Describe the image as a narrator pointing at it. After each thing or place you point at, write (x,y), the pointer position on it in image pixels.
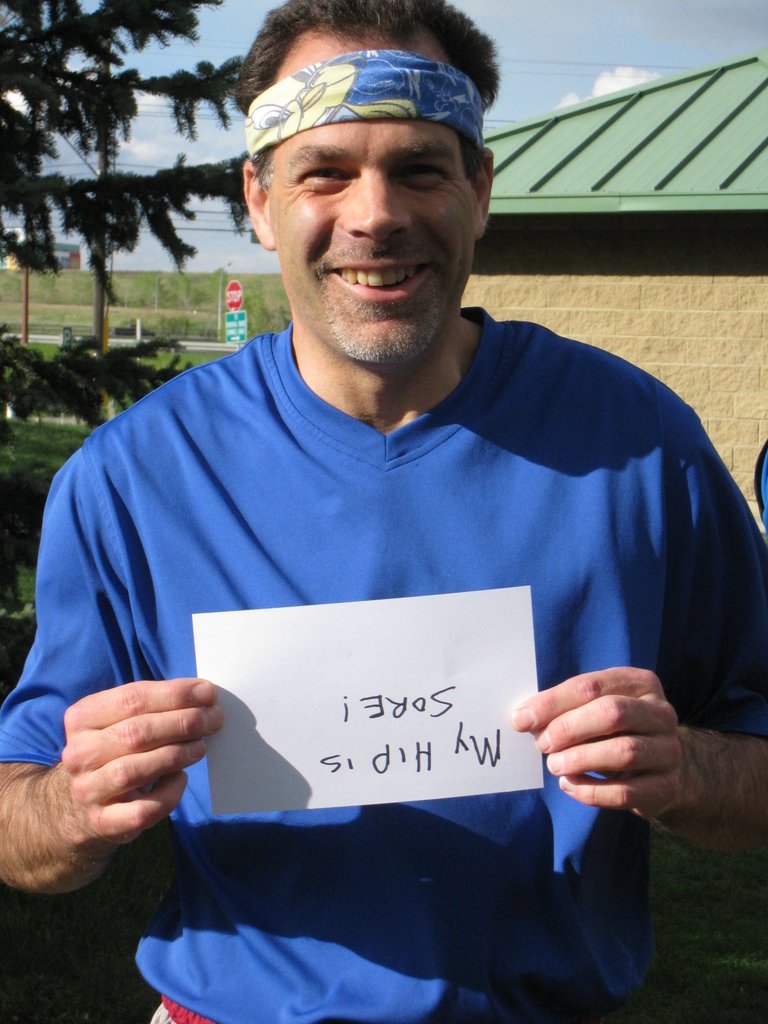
In this image there is a man (412,435) wearing blue color T-shirt (280,523), he is holding a white paper (460,692) with his hand (180,729), in the background (676,103) there is a hut (666,378) and trees (86,85) and a sky (596,50).
